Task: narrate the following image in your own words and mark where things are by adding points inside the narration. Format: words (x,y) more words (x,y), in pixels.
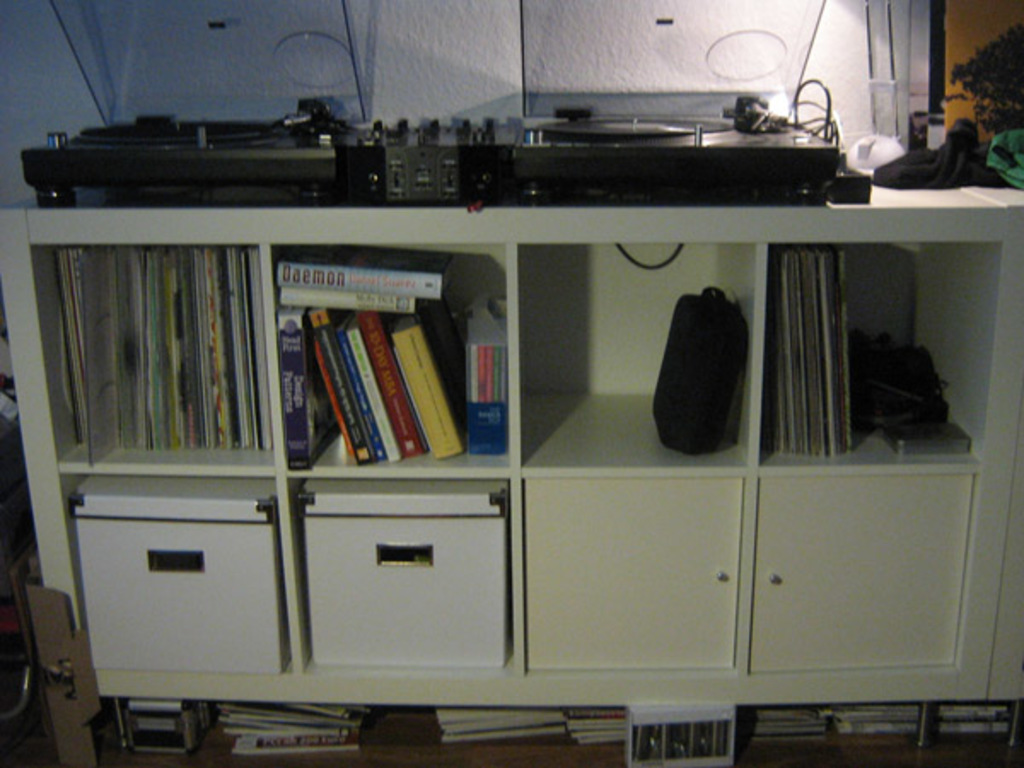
In this picture we can see books (386,366) on shelves (447,464), boxes (394,530), devices (684,131), wall (475,45) and some objects (984,81).
